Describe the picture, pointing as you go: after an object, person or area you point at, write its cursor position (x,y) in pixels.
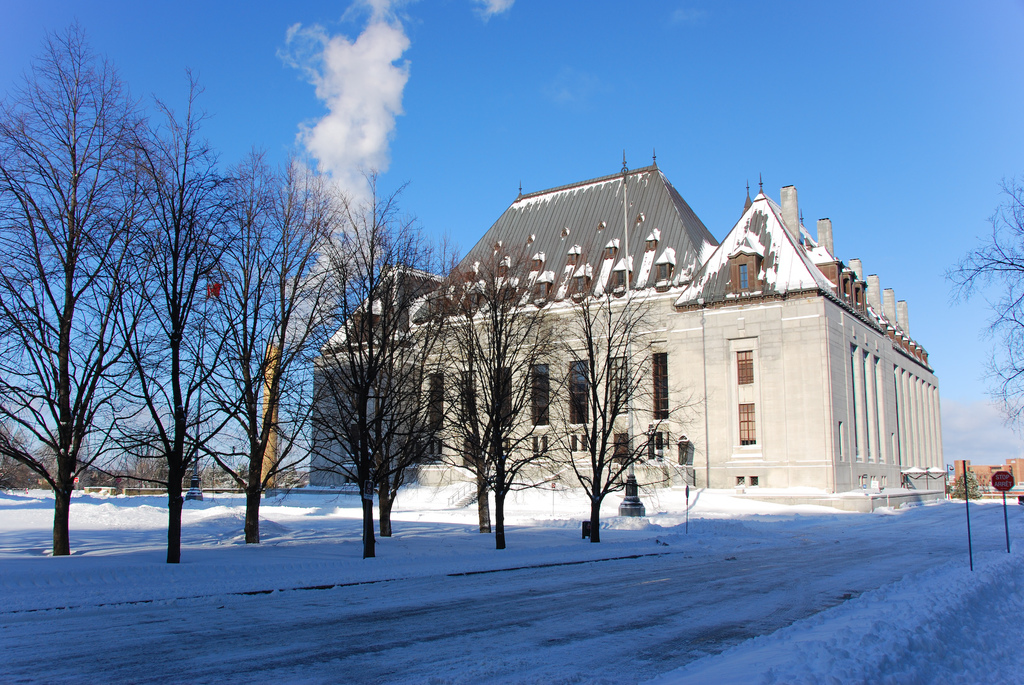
In the picture I can see road (817,602) covered with snow (474,674), I can see dry trees (586,434), stone building (860,365), tower (273,367), smoke (367,71), boards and the blue color sky (250,134) with clouds (1018,438) in the background (943,144).
